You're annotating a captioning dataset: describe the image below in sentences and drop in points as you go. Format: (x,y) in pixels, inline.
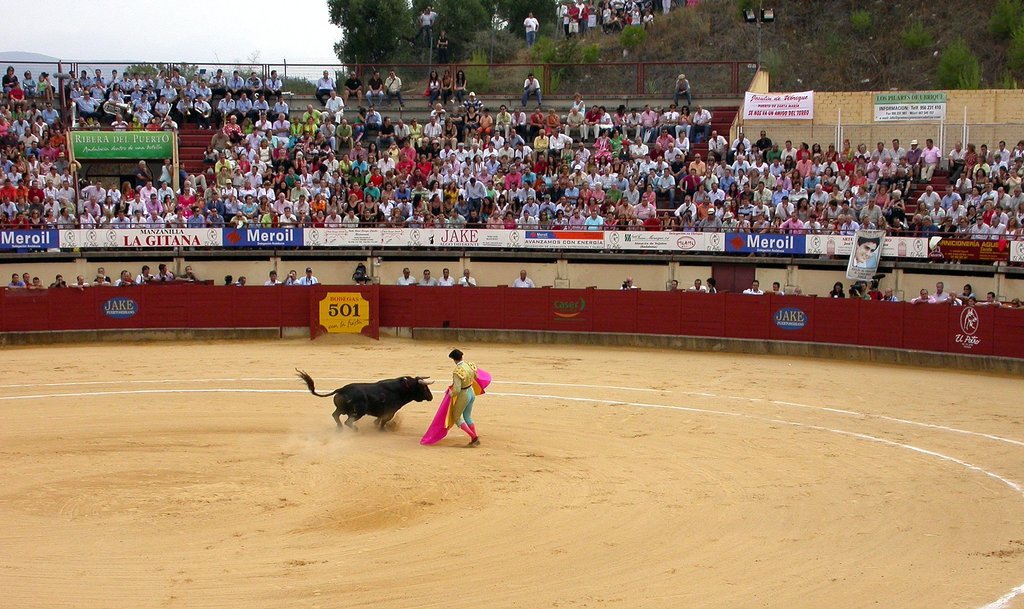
This picture is clicked outside. In the center (394,393) there is an animal (378,405) running on the ground (481,419) and there is a person (457,377) holding a cloth (441,408) and seems to be walking. In the background (1008,167) we can see the group of people (468,156) sitting on the chairs (662,207) and we can see the banners (301,229) on which the text (896,247) printed. In the background (190,25) we can see the sky (21,33), trees (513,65) and the metal rods (567,64) and a mesh (617,84).
